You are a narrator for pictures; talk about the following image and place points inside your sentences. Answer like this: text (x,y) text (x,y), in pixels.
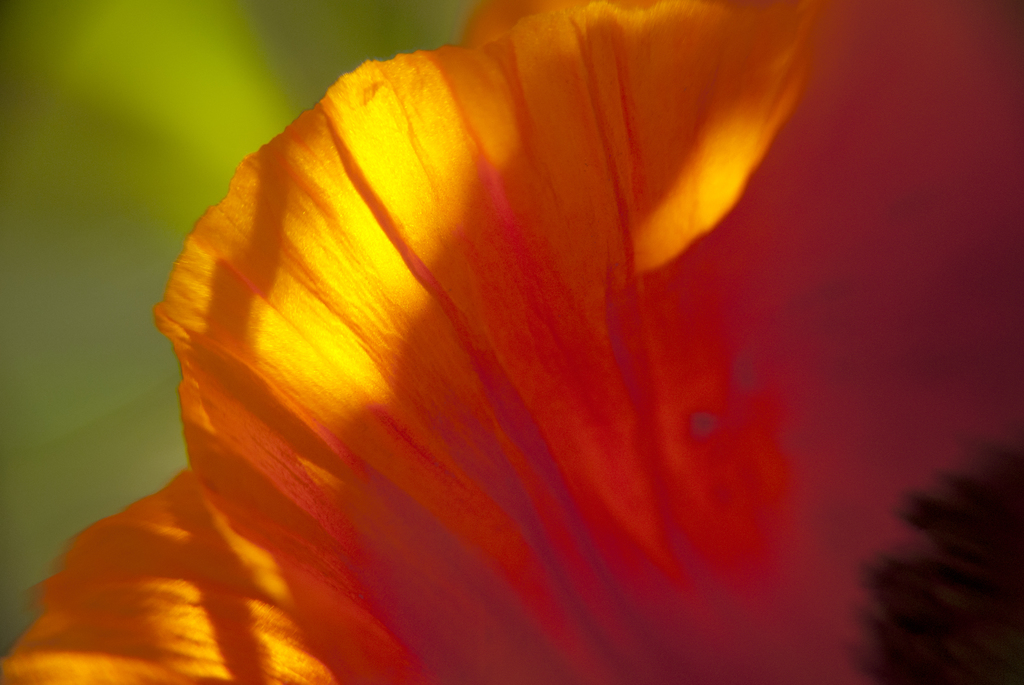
In this picture, we can see a flower (884,60) which is in orange color. On the left side (143,256), we can also see green color.
